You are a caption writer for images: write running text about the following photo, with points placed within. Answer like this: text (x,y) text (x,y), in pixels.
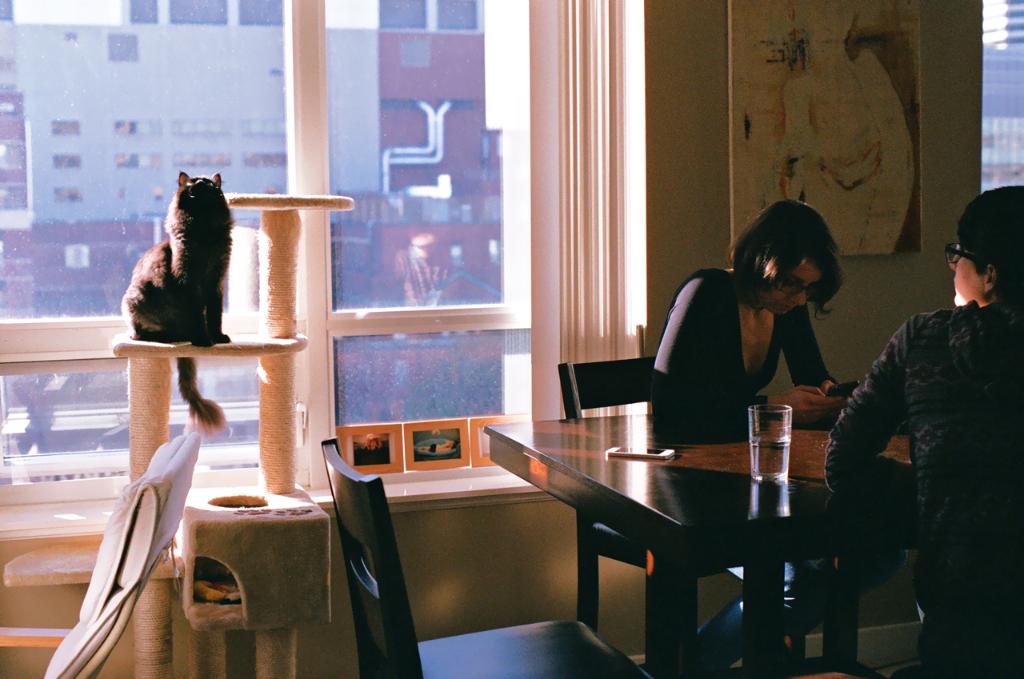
In this image i can see 2 persons (813,377) sitting on chairs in front of a table (743,452), On the table (792,444) i can see a glass (767,455) and a mobile phone (633,454). In the background (675,147) i can see a wall (676,158), a photo frame (842,176), a cat (169,285) and a window (162,106) through which i can see few buildings (156,86) and the sky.
